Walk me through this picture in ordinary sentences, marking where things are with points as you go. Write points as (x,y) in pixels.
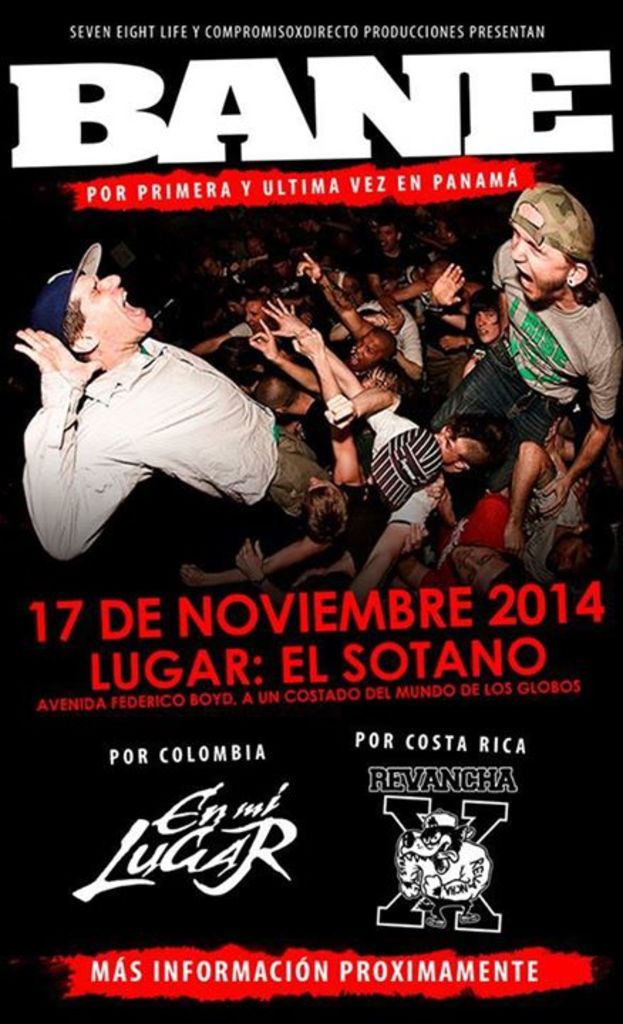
In this image, we can see a poster (406,370) with some pictures (151,469) and some text (602,592) written on it.
